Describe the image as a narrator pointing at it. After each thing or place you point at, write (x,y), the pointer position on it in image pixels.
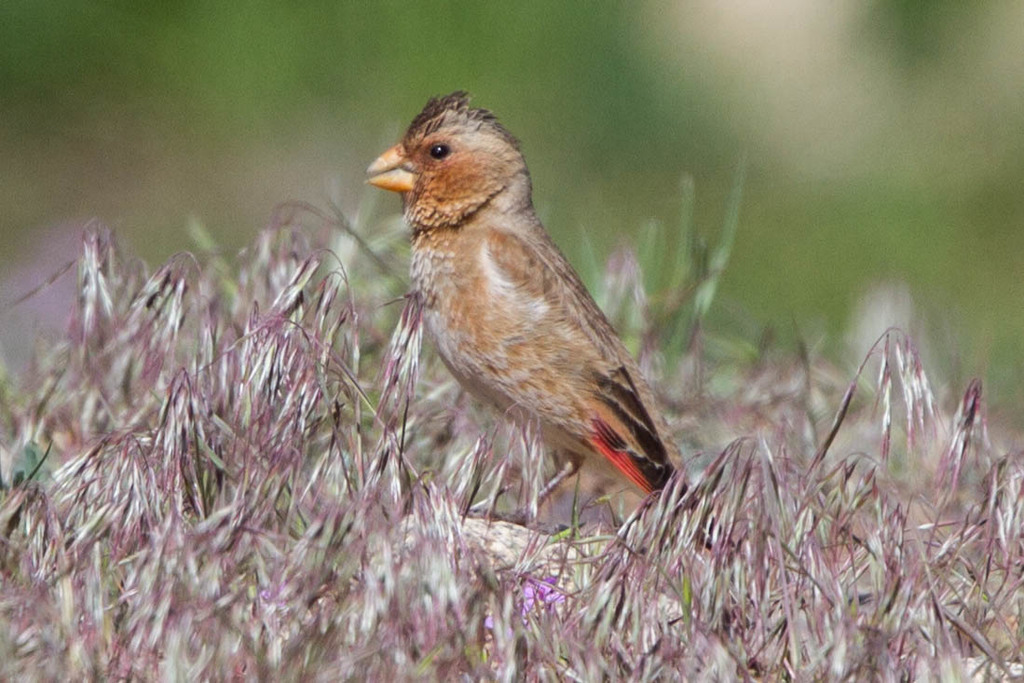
In this image, we can see a bird (495,368) and grass (69,618). Background (68,198) we can see the blur view. Here it seems like a flower (544,593) in the image.
